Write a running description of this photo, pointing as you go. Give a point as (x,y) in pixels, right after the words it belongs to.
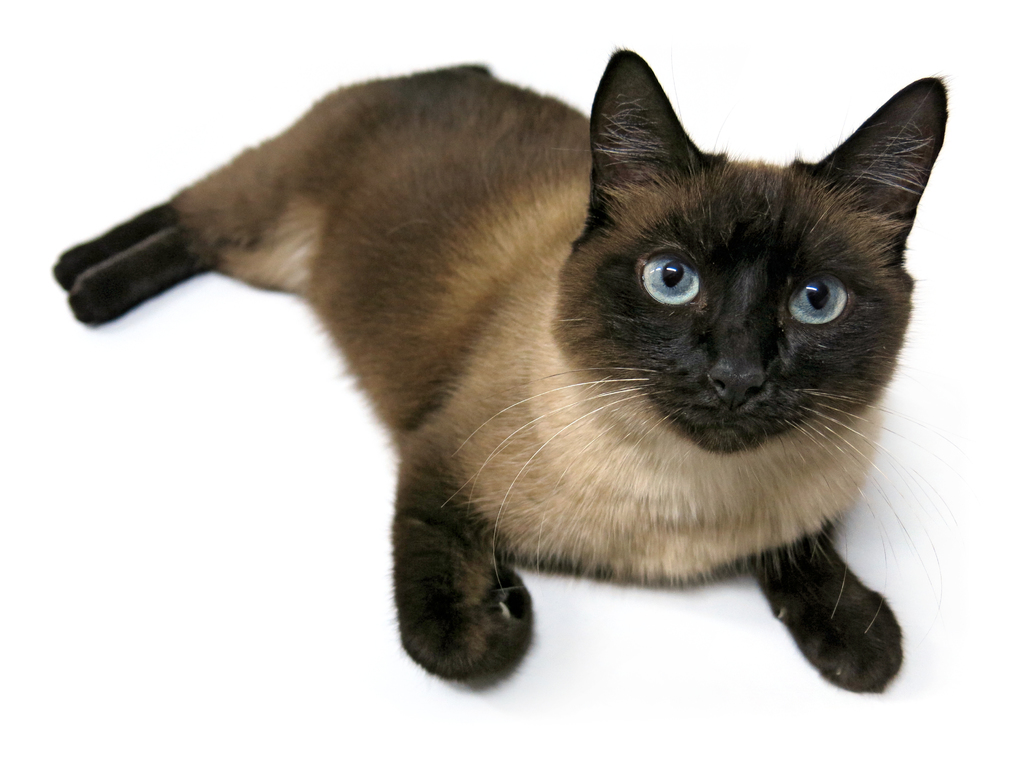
In this image I can see a cat (490,300) laying on a white surface (315,507) and looking at the picture.
